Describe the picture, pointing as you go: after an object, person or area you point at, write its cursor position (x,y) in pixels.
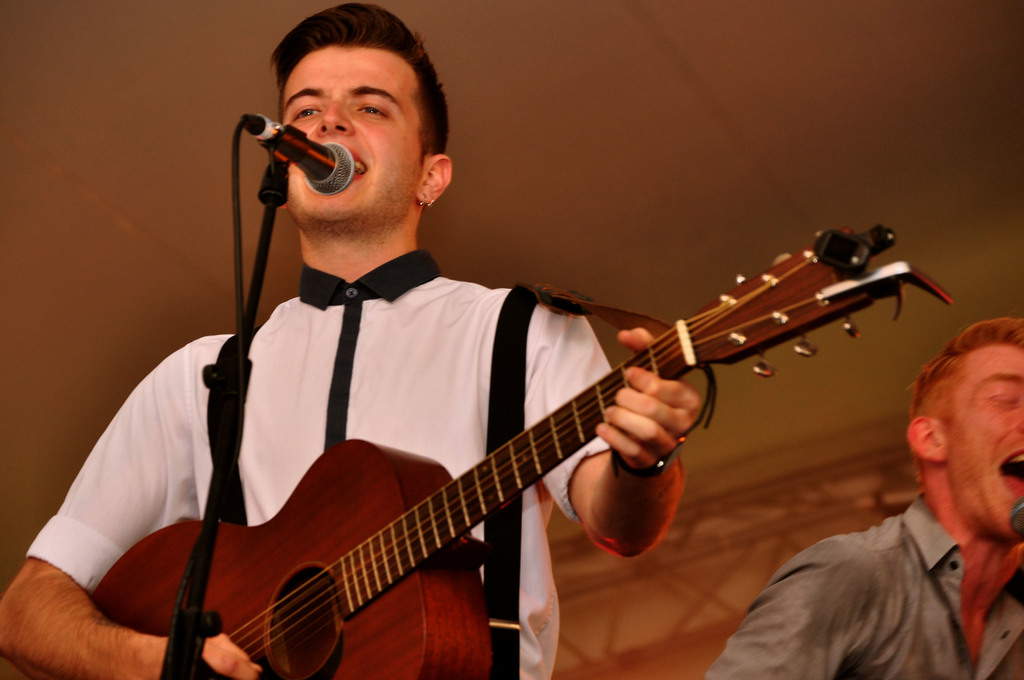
In this image I can see two person (975,462) standing and playing a musical instruments (429,555). There is a mic (331,183) and a stand (225,391).
